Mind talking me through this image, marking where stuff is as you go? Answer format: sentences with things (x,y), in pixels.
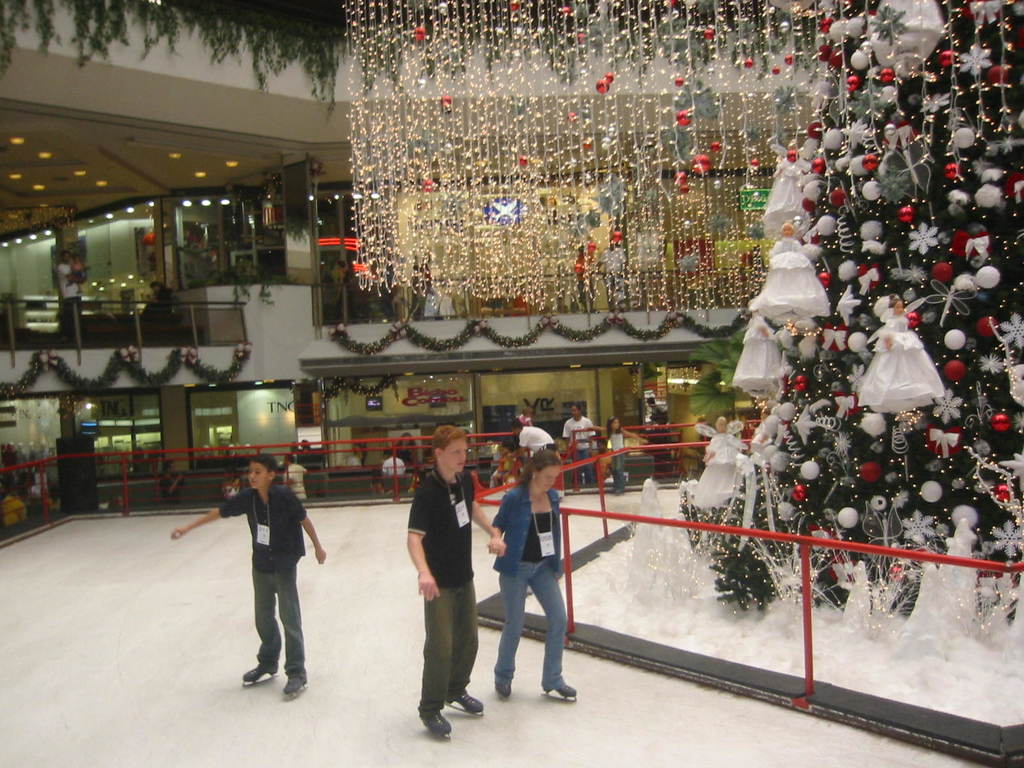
In this image I can see few persons (315,538) wearing ice skates (289,688) are skating on the ice (329,701). I can see a Christmas tree (913,342) and few decorative items (906,359) which are white and red in color to the tree (946,254). In the background (616,195) I can see a building (145,174), few lights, few persons (67,277) standing and sitting, few trees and few garlands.
